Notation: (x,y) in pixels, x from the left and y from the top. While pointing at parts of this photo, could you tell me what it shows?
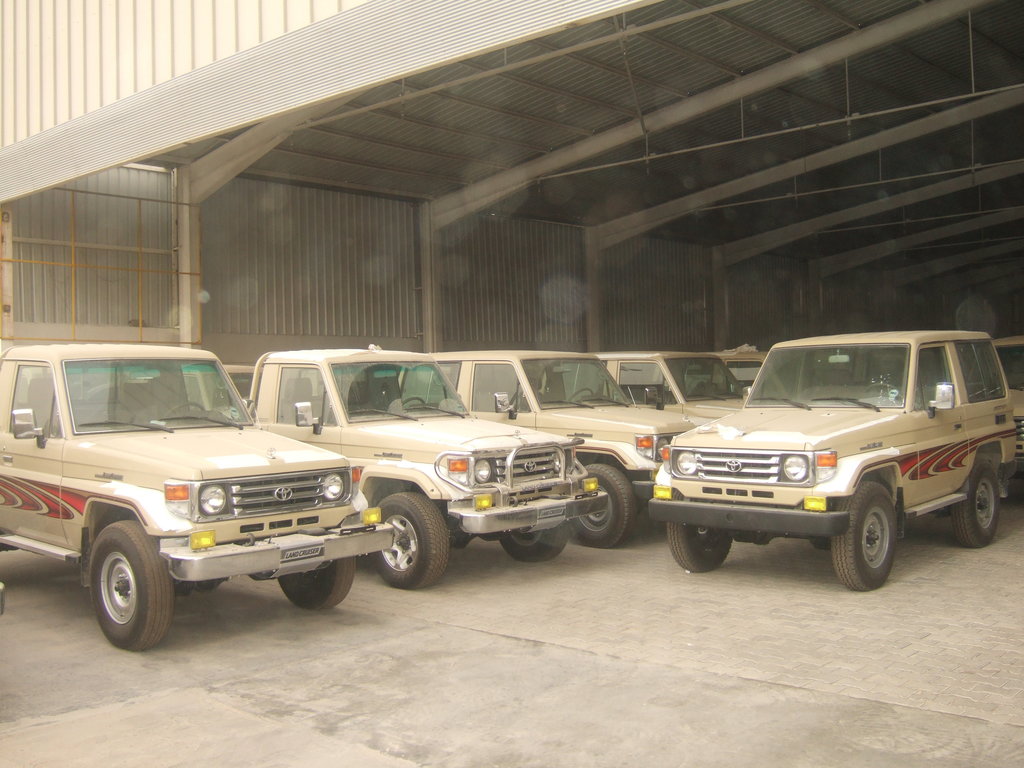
In the picture i can see some vehicles (485,518) which are parked in a shed (232,252) and top of the image (301,106) there is roof (470,85).
